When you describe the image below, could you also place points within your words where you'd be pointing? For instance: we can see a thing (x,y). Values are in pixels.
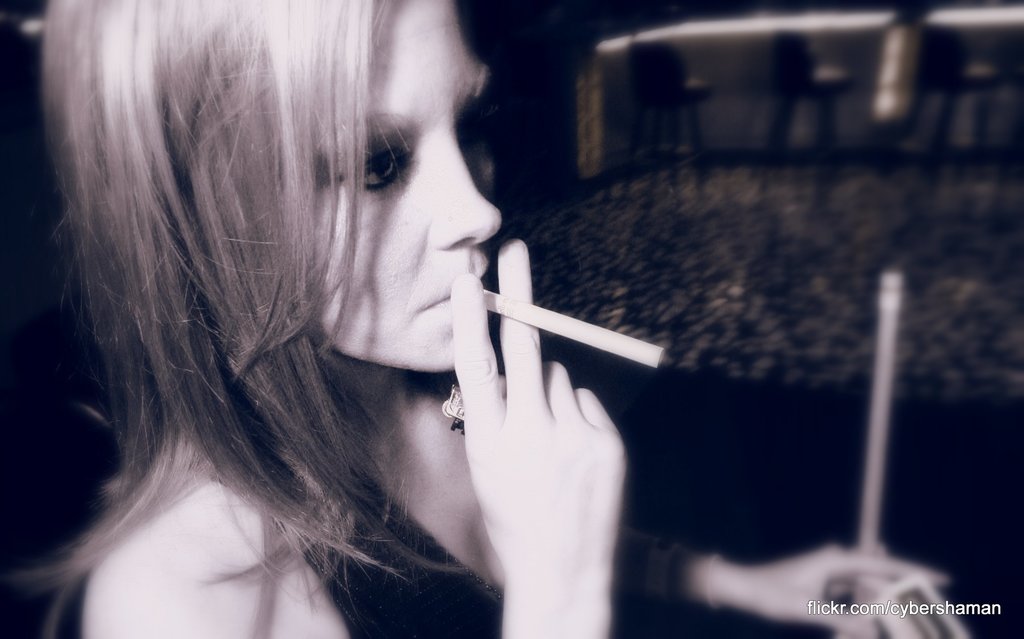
In the image there is a woman (314,345) in the foreground (408,548) she is holding a cigarette (538,314) with her fingers (515,339), the background of the woman (468,322) is blur.
